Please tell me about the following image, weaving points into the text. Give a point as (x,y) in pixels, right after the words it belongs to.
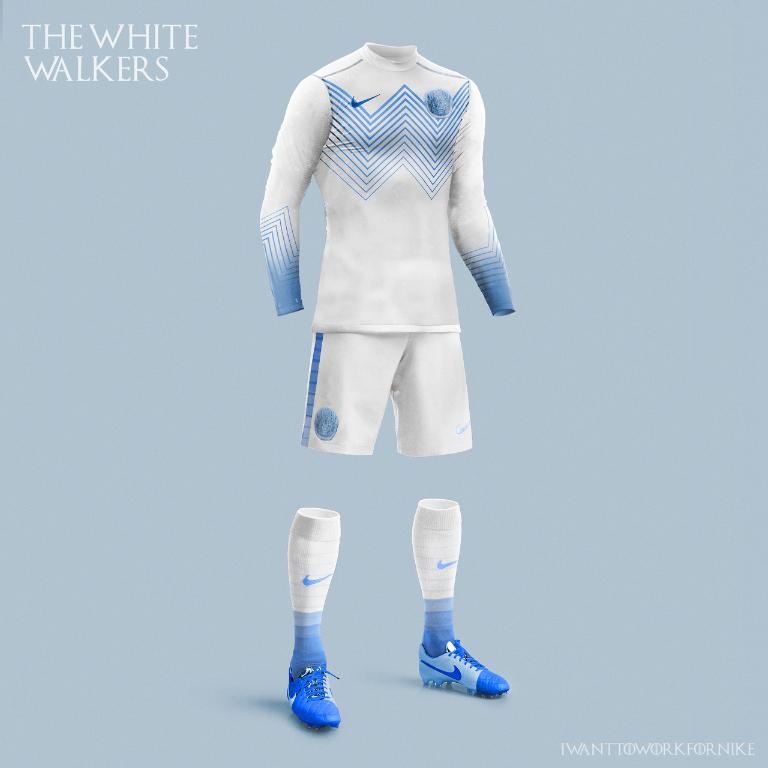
In this image I can see the clothes (399,414), socks (425,566) and shoes (312,723).
